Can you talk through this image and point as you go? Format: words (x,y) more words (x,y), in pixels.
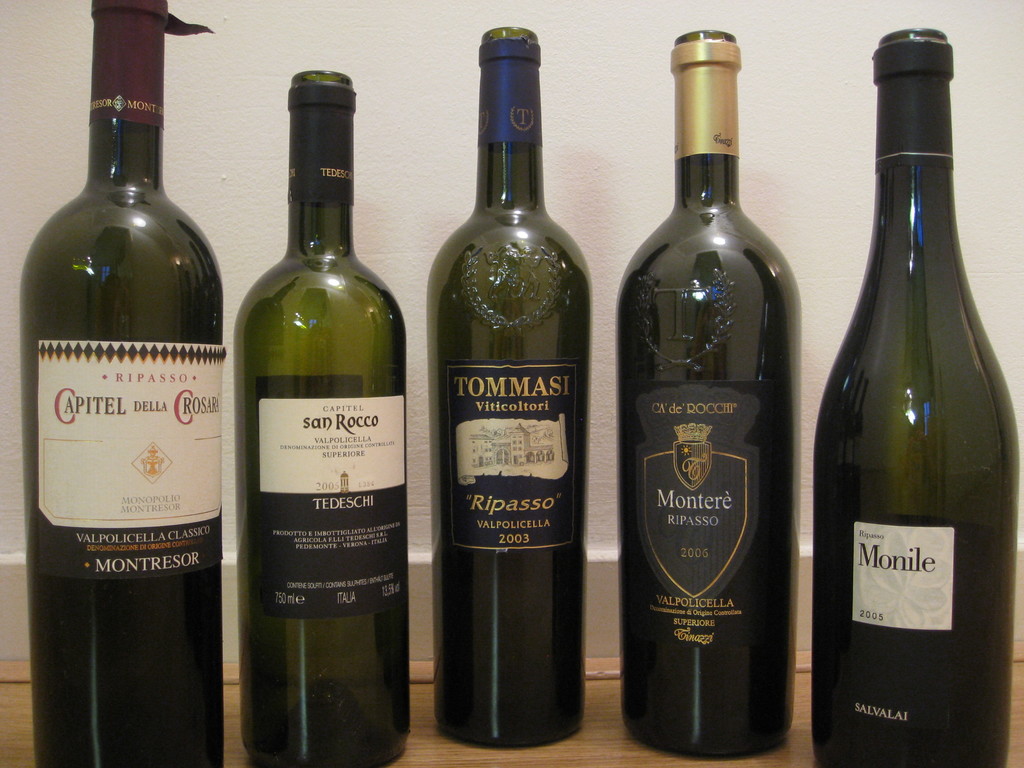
There are five bottles (204,445) placed on the table (547,756). In the background (329,57) there is a wall (535,26).
